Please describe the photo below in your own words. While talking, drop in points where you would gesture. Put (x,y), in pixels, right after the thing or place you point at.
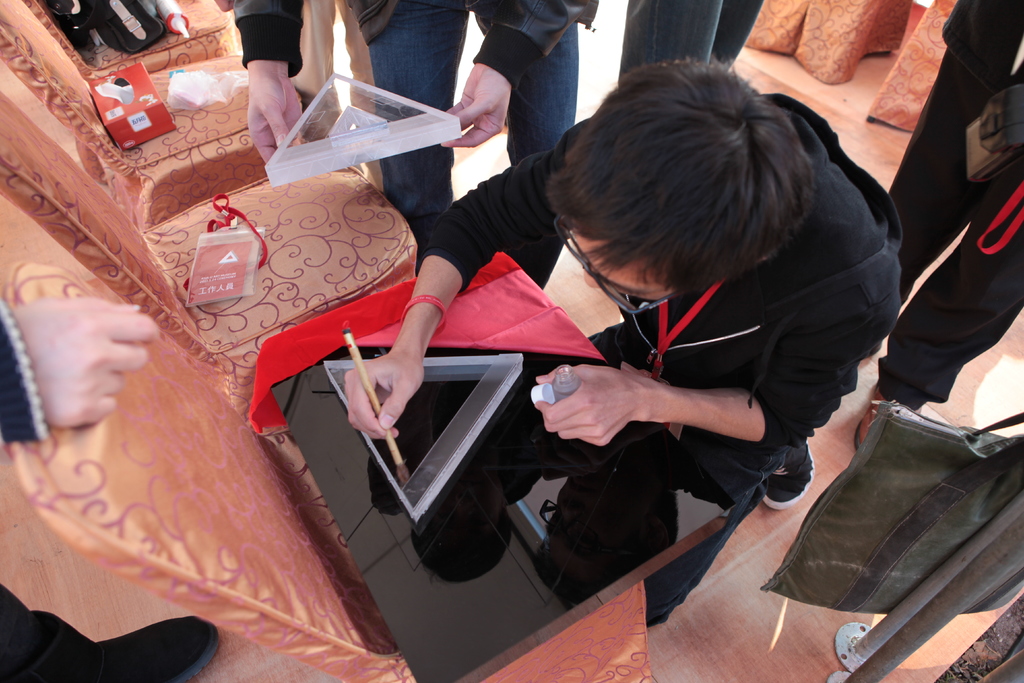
In the picture I can see the chairs (585,681) on the floor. There is a man (832,350) on the right side (732,357) is wearing a black color jacket (787,356) and he is holding a wooden brush (366,376) in his right hand (409,356). I can see a triangular glass structure (485,387) on the black color block (587,604). There is another man (389,180) at the top of the image (438,163), though his face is not visible and he is holding another triangular glass structure (388,116) in his hands (468,141). I can see a bag (966,512) on the bottom right side (964,497). I can see the hand (54,318) of a person (124,350) on the left side (68,348).
